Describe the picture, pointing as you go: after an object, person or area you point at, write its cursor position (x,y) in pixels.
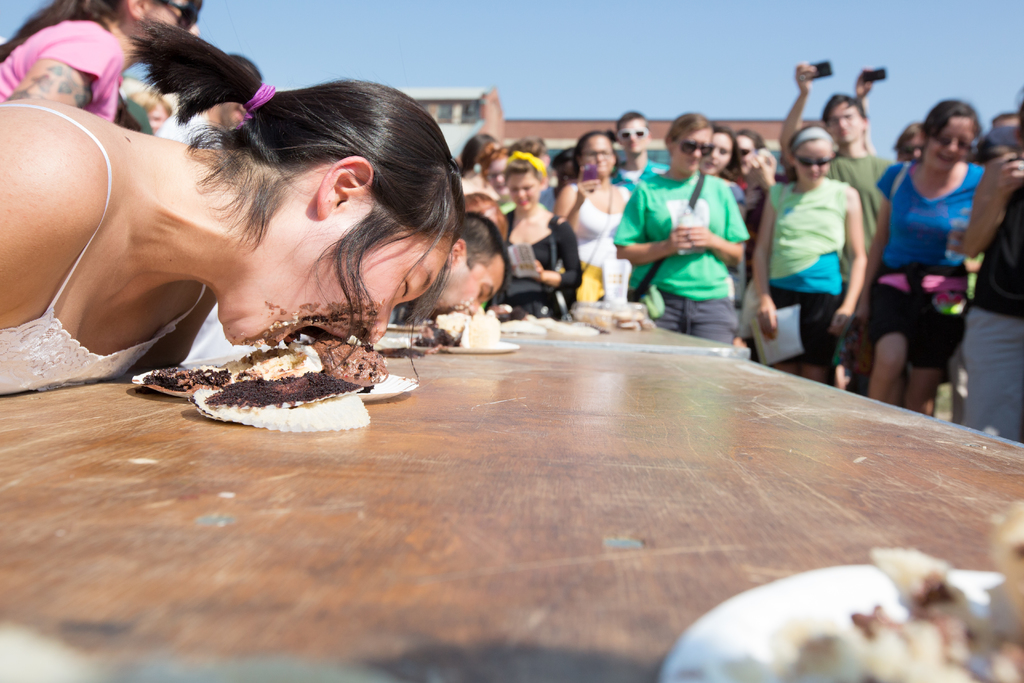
In this picture there are people (187,197), among them there are two people (178,208) eating food items (357,340) which are on plates (406,387) on the table (457,408). In the background of the image (505,136) we can see building (653,138) and sky (642,16).
